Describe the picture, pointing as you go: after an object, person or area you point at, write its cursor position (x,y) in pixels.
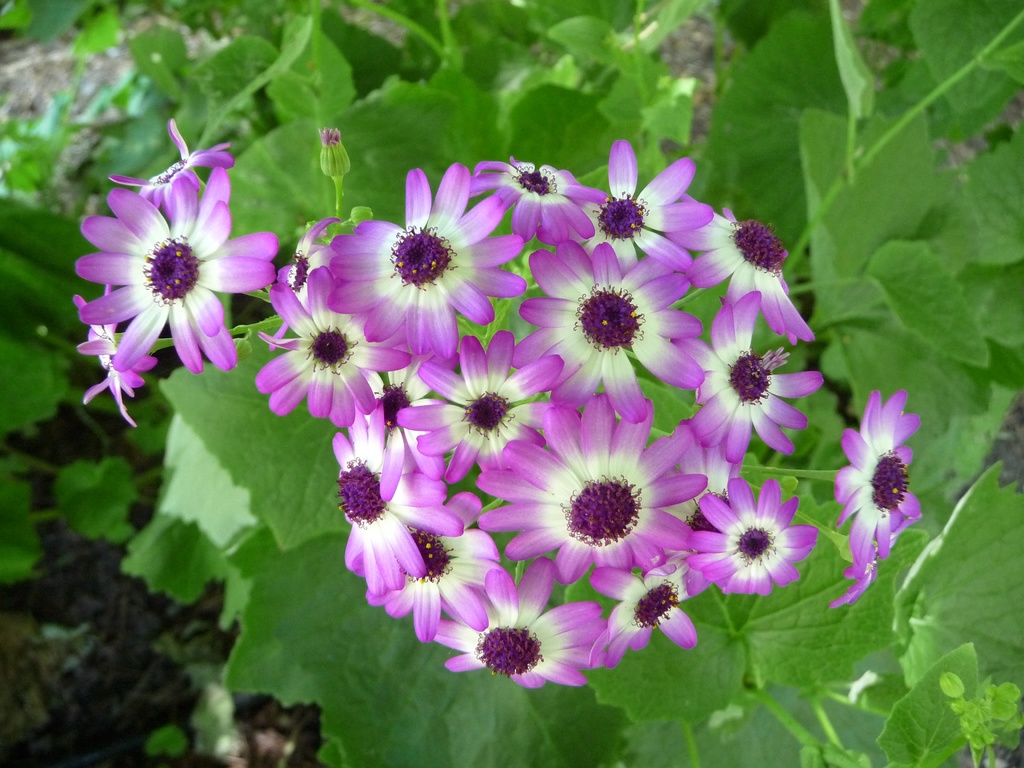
In this picture we can see flowers (535,347) in the front (482,344), in the background (941,526) there are leaves (906,636).
